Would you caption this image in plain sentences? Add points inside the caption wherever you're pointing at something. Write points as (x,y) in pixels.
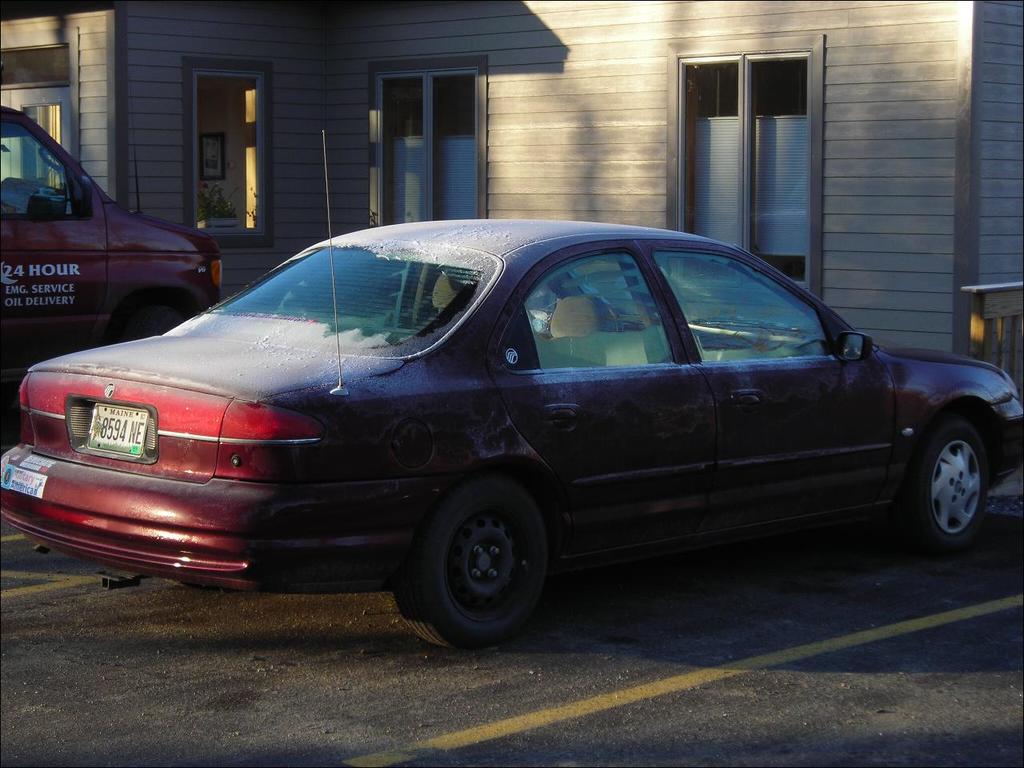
In the center of the image (468,458) we can see two vehicles (269,408). And we can see some text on the left side vehicle (185,313). And there is a number plate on the front vehicle (294,373). In the background (396,146) there is a building (605,71), wooden wall (904,300), fence (983,316), frame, plant (210,204) and windows (233,64).
